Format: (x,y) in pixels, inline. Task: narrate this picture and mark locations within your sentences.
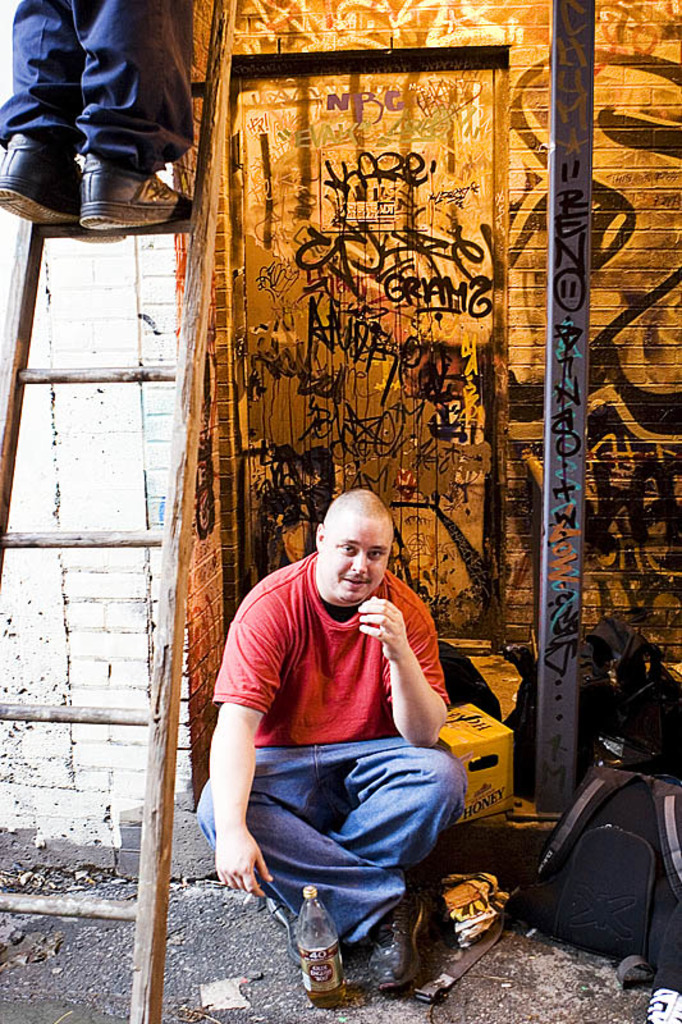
In the center (356,649) we can see one person (378,745) is sitting in front of him there is a beer bottle (316,937). To the left side (138,59) we can see the ladder (107,370) and one person (104,41) is standing on it. Coming to the background (107,345) we can see the wall (107,345). And the right side (622,849) we can see the backpack (603,831).
